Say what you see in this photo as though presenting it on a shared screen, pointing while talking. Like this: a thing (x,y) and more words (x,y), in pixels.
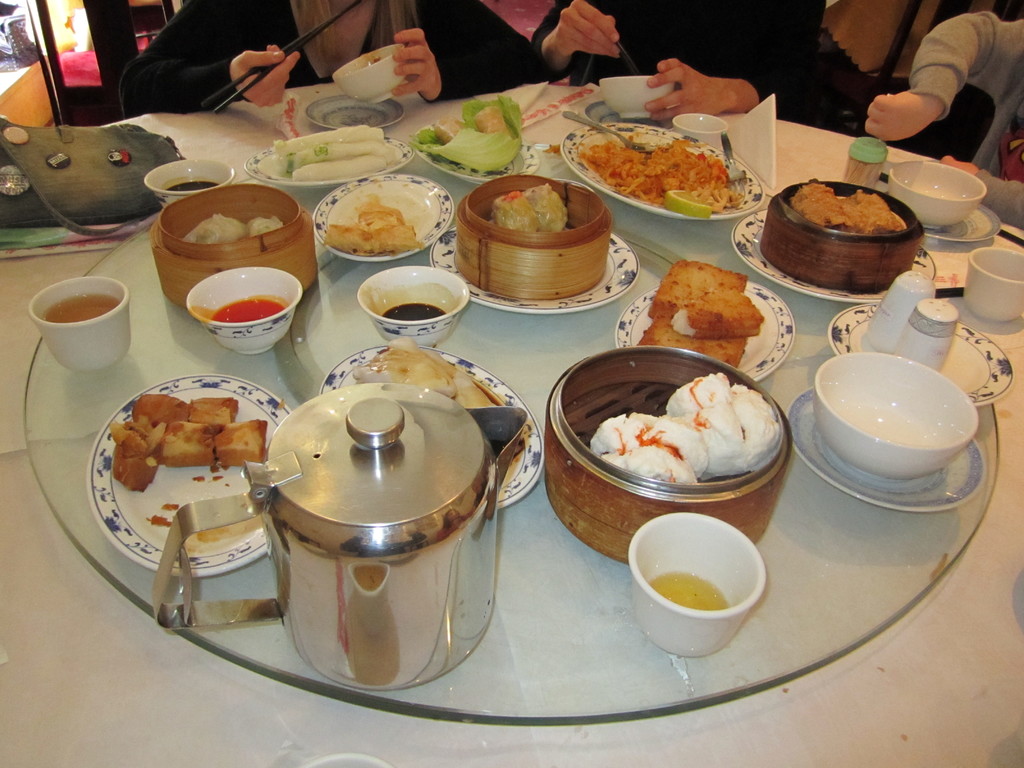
In this image we can see food items (714,399) in the bowls (892,444), kettle (341,523), plates (982,483), bottles (912,341), tissue papers (737,130), chopsticks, and few objects (21,160) on a table (962,652). At the top of the image (170,70) we can see people (351,49) who are truncated.
